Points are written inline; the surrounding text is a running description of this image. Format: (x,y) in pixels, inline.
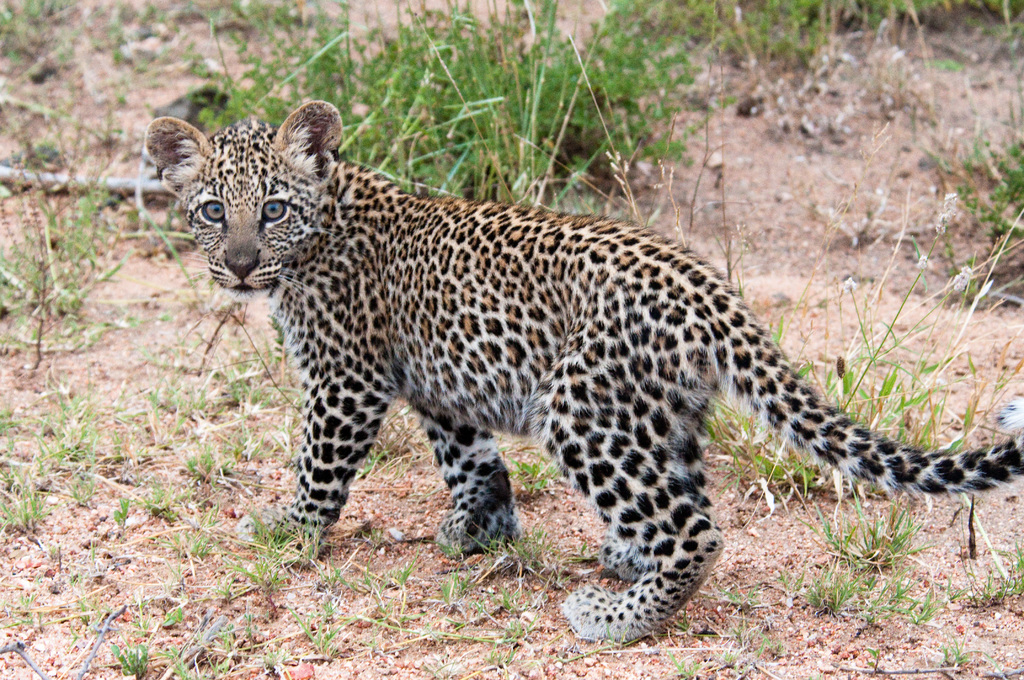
In this image we can see a leopard (372,285). On the ground (235,327) there is grass (497,180).
